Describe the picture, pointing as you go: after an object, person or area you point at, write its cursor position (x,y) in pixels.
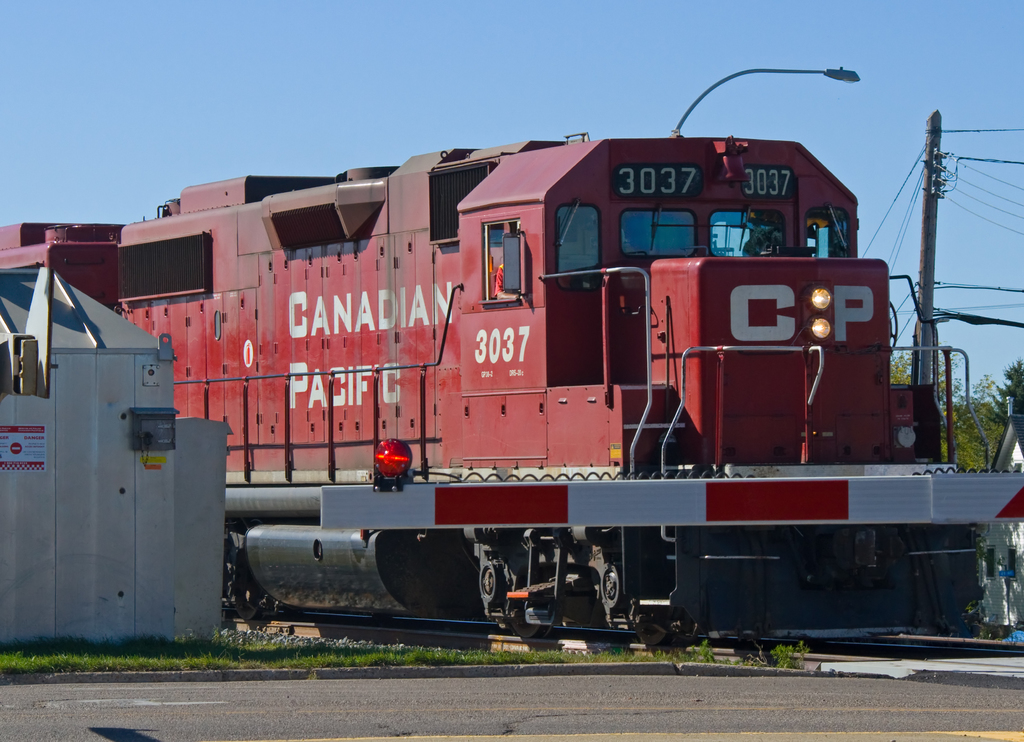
In this image we can see a train (550,196) on the railway track (359,619). In the background (411,84) we can see sky (642,70), street light (844,69), pole (932,199), electric cables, trees (967,418), grass (505,661) and road (605,712).
